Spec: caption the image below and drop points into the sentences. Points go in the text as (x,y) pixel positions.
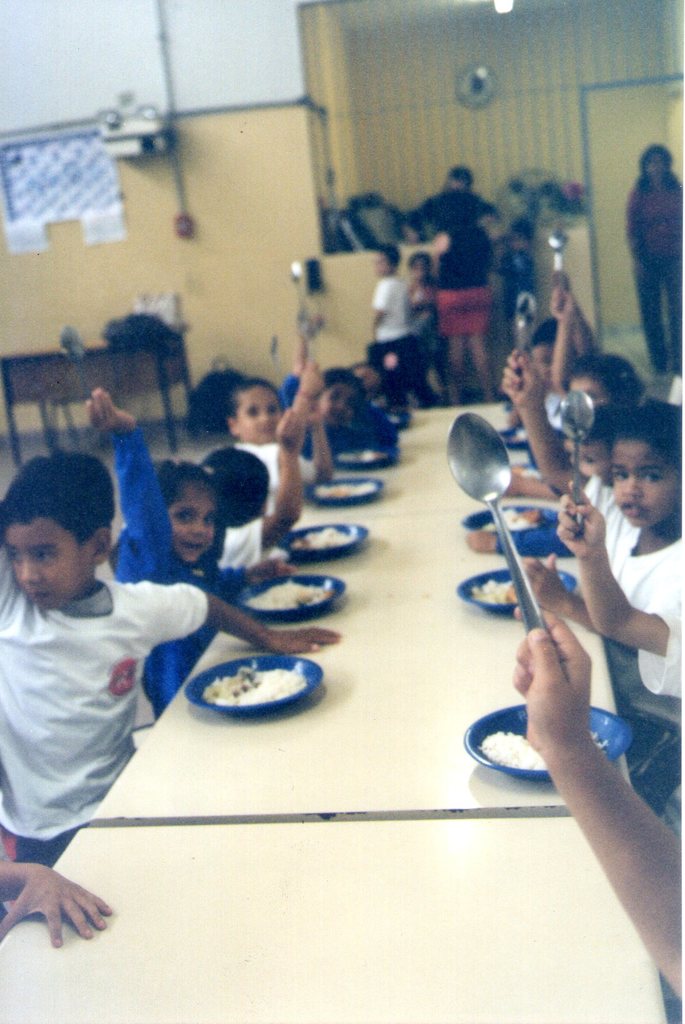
In this image we can see children (74,632) are sitting and holding spoons (80,353) in their hands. In front of them, table (335,663) is there. On the table (344,642) we can see plates (525,723) full of food (293,599). Background of the image (274,182), yellow color wall (266,185) is there and people (466,254) are standing. Left side of the image (124,357), one table (19,378) is present.
